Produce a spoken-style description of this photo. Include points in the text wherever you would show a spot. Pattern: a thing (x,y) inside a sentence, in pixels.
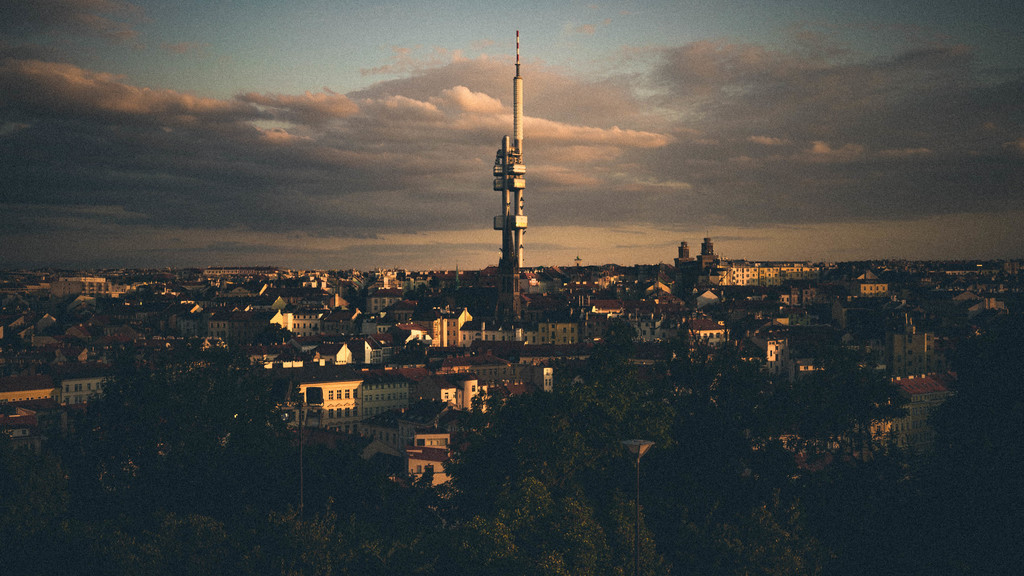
In the image we can see there are trees (328,445) and there are buildings (499,307). There is tower (514,161) and there is a cloudy sky (336,115).
